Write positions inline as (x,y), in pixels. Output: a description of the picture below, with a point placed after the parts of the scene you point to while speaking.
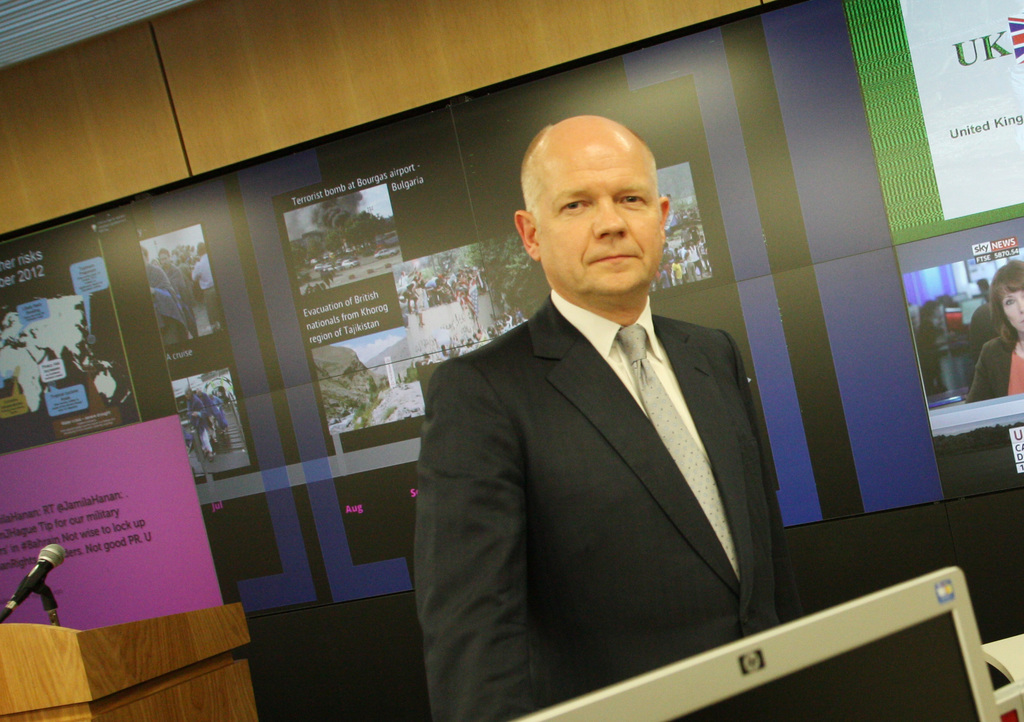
A person (682,495) is standing wearing a suit (628,575). There is a microphone (58,555) and its stand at the left (48,565). There are posters (9,569) at the back (193,384).
